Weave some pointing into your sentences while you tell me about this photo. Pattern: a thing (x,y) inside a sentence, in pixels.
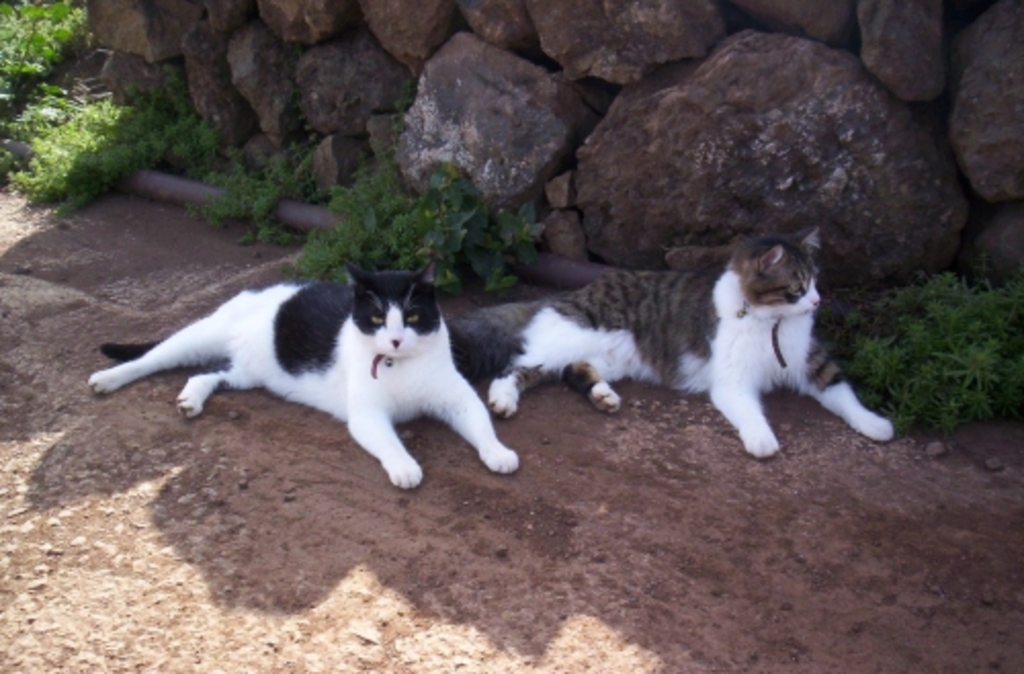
In This image in the center (657,313) there are two cats (657,313), in the background (862,304) there are some rocks (883,17) and plants (945,326). At the bottom (561,529) there is a walkway (895,545).
